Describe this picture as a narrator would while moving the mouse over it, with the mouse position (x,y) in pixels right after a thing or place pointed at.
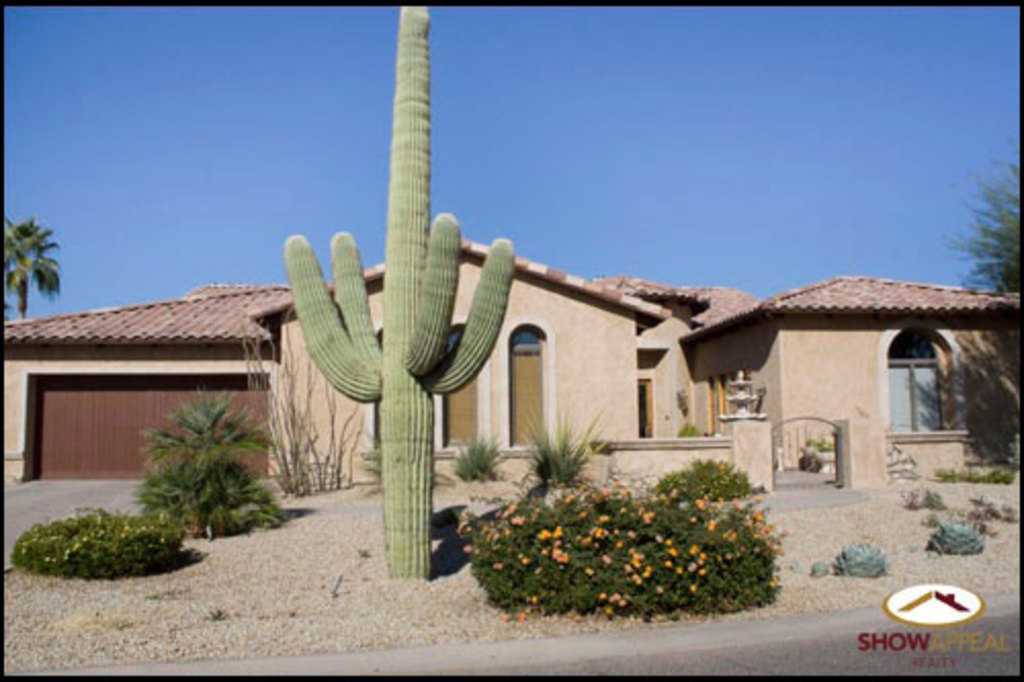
In this image, we can see some plants (427,475). There is a shelter house (676,339) in the middle of the image (634,365). There is a sky (527,83) at the top of the image (546,98).
